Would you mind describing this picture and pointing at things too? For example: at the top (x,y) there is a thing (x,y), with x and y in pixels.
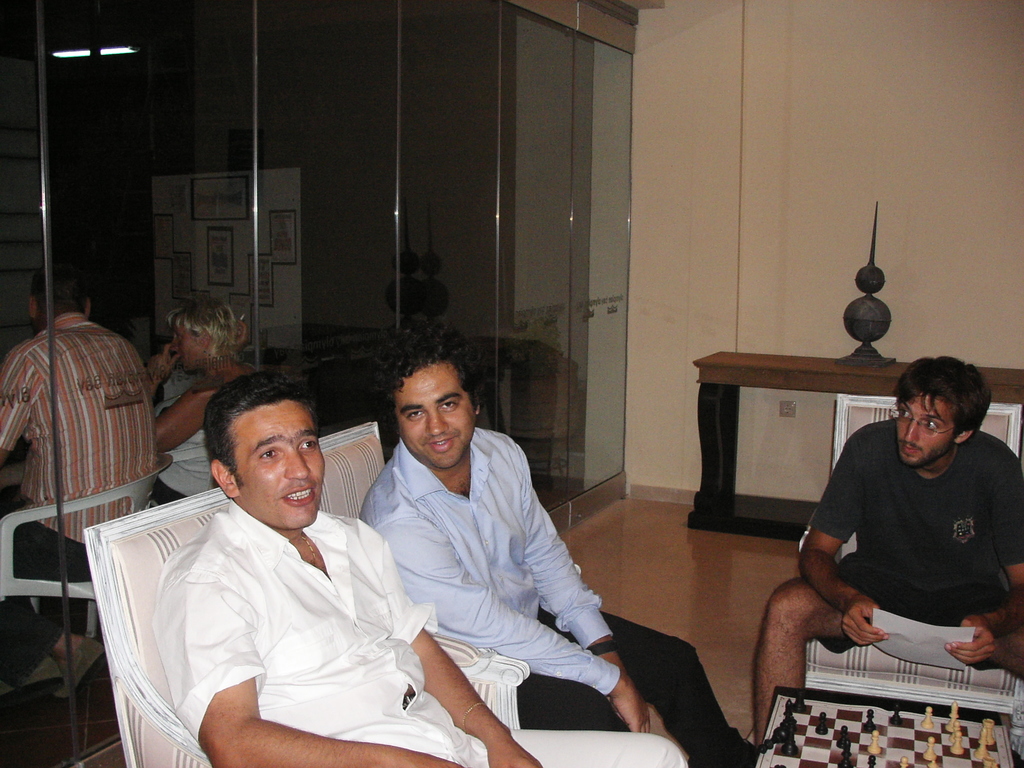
These three persons (412,537) are sitting on chairs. This man (850,583) is holding paper (938,631). In-front of this man (930,612) there is a table (854,712), on this table (947,713) there is a chess board (877,721) with coins (825,722). In this glass (133,226) there is a reflection (228,377) of persons (210,369), white board (264,256) with posters (182,264) and light (107,51). On this table (810,372) there is a decorative item (866,321).
